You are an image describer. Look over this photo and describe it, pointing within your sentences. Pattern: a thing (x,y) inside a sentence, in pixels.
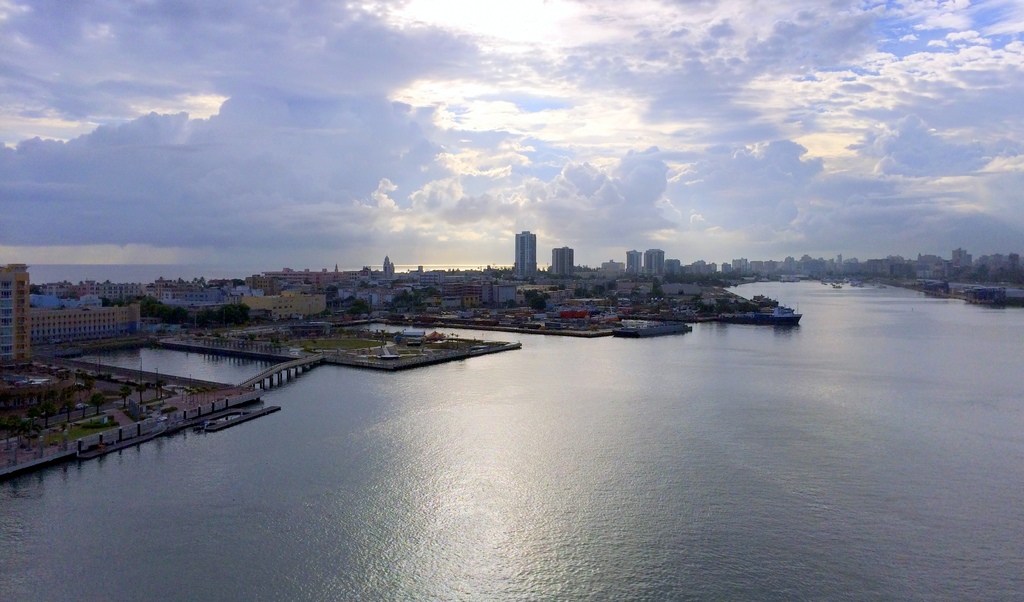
In the image there is water (848,381). There are many buildings (357,282), trees (975,267), poles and also there is a bridge (287,363). At the top of the image (783,174) there is a sky (420,116) with clouds (345,131).
